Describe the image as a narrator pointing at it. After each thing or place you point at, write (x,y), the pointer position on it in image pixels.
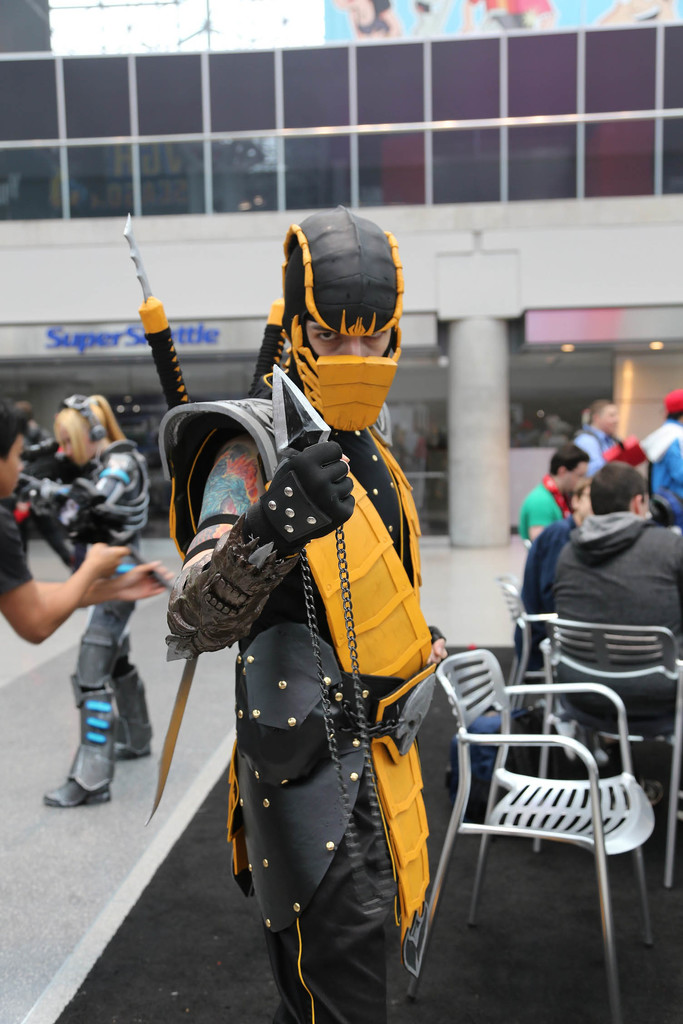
In this image i can see a man (346,627) who is wearing a costume (319,703) and other people (621,508) are sitting on chair (553,813).
